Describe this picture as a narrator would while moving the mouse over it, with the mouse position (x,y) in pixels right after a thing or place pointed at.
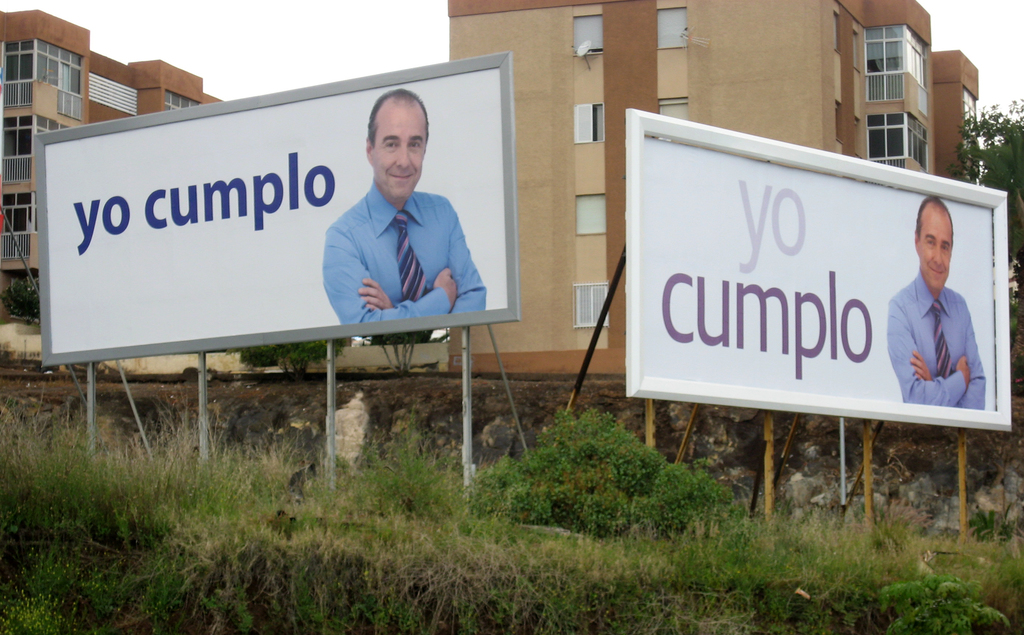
In this image we can see the advertisement boards (384,307) attached to the poles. In the background (343,10) we can see buildings (101,59), trees (1007,119) and sky (257,56). In the foreground (464,512) we can see ground (405,404), plants (600,476) and grass (541,582).
